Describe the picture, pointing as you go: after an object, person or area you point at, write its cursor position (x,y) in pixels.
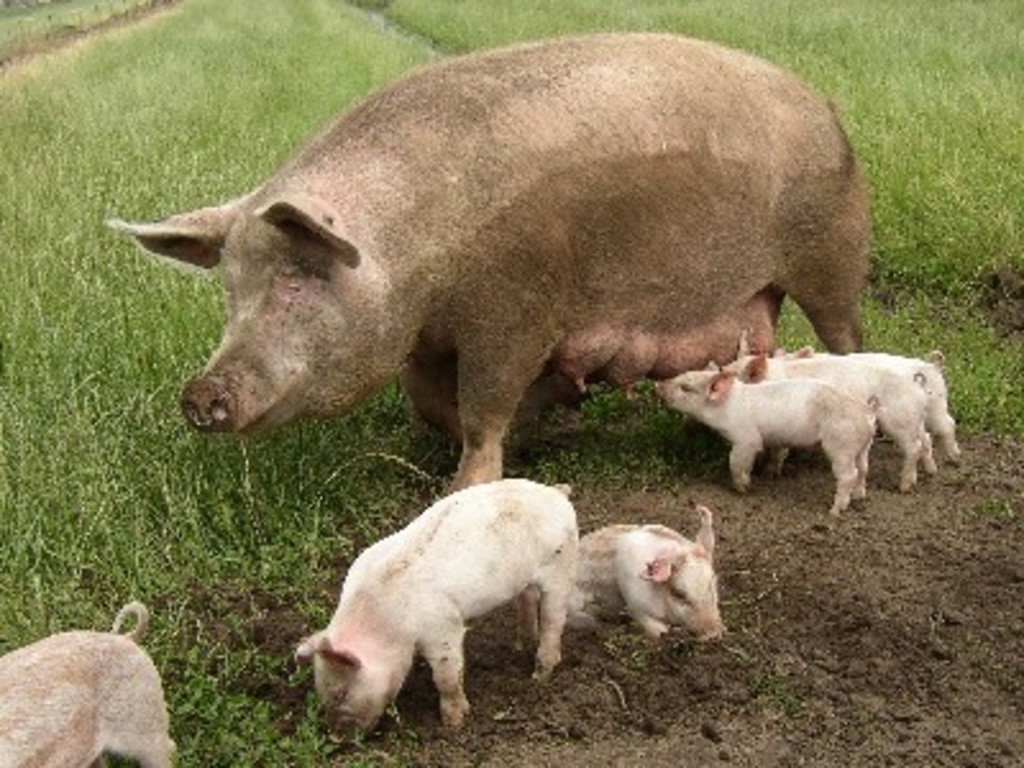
In this picture I can see a pig (413,319) and piglets (547,659), and in the background (73,11) there is grass (131,106).
